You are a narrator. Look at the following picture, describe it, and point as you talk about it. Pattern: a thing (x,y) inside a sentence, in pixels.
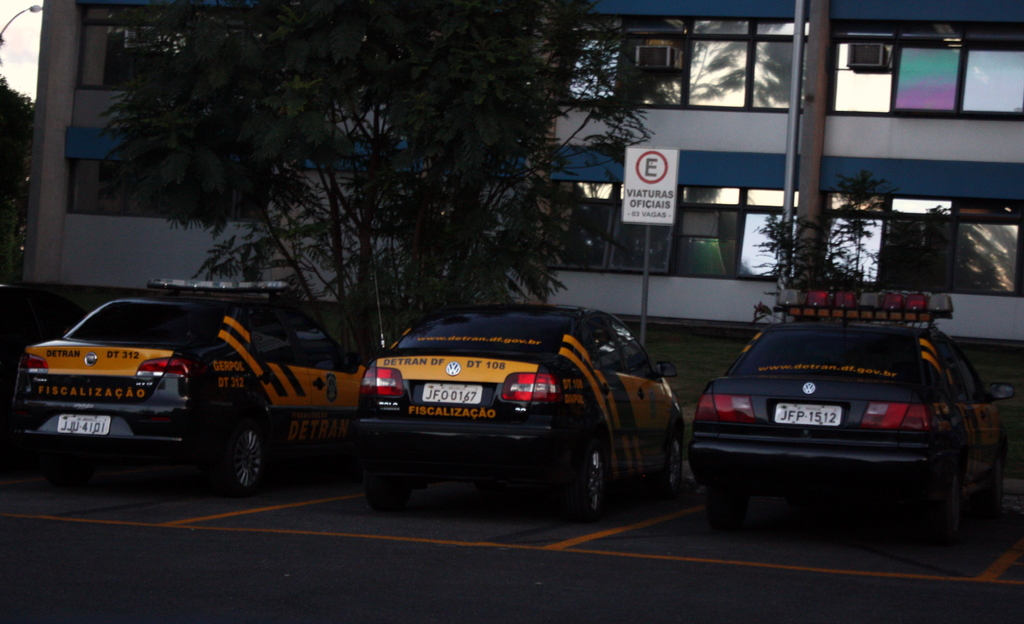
Here we can see four vehicles (312,408) on the road (425,623). In the background (759,115) there is a building (902,126), pole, AC's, text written on a board (644,208) on a pole (643,321), trees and on the left (12,53) there are trees (22,119), street light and a sky (24,50).
